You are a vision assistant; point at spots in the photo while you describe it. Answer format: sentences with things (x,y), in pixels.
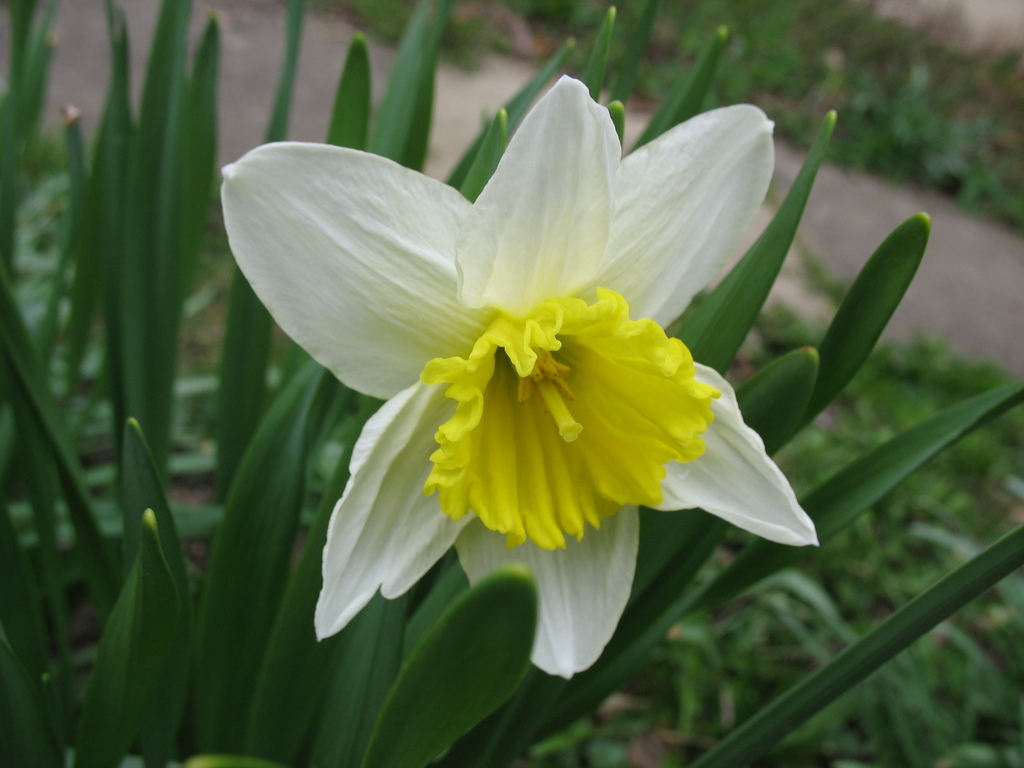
Here we can see a flower (606,351) and there are plants (741,285).
